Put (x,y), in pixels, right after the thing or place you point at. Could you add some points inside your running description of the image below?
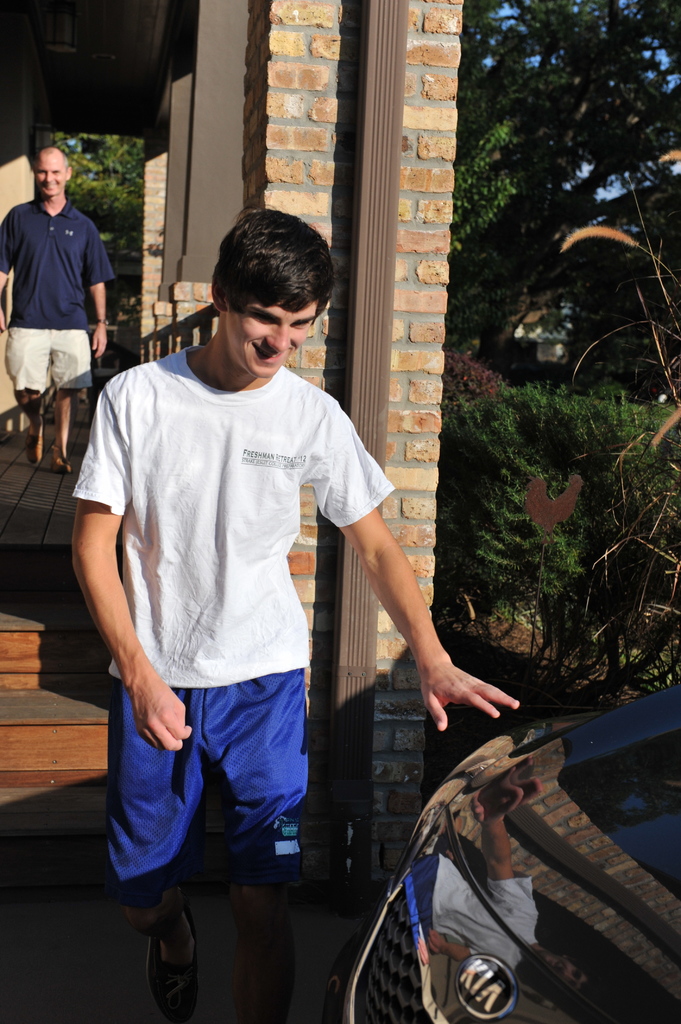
In this image I can see two people (150,399) standing and some concrete poles (202,138) and some trees (513,214) on the right side (561,217) and in the right bottom corner (527,807) I can see a car (560,864).
